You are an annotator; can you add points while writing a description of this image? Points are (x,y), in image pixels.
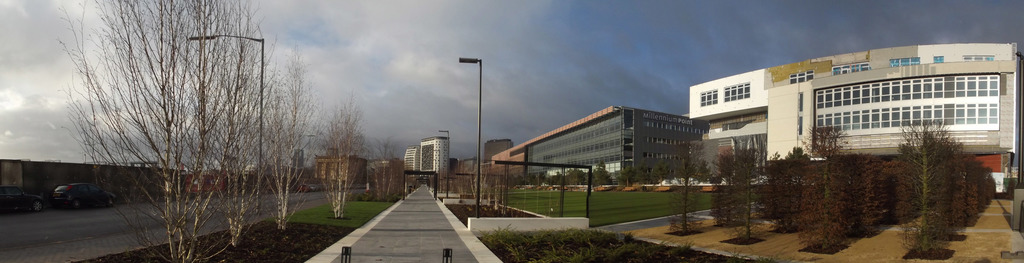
This image is taken outdoors. At the top of the image (382,57) there is a sky (644,31) with clouds (393,29). At the bottom of the image (291,224) there are two roads (365,224) and a garden (681,196) with grass (608,207), trees (957,207) and plants (787,175). On the right side of the image (1008,143) there are a few buildings (679,141). On the left side of the image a few cars (66,198) are parked on the road (13,223). In the middle of the image (498,150) there are a few buildings (538,160) and poles (446,181) with street lights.
